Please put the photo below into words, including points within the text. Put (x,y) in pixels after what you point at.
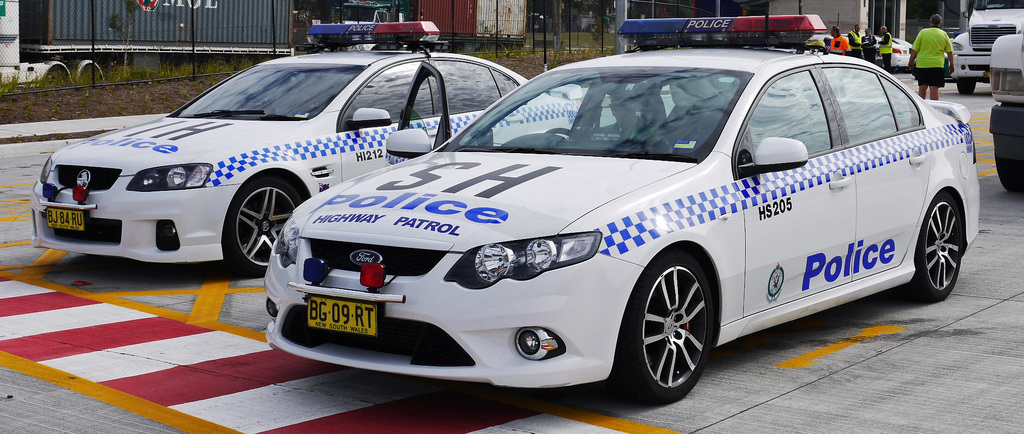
In this image I can see cars (817,116) and other vehicles (1011,79) on the road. Seems two cars (405,110) in the center of the image (536,151) are police cars (419,184) I can see some text (415,202) written on them. I can see some people (840,33) standing behind the car's (872,64), some sheds (461,17), pole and buildings (886,11).
